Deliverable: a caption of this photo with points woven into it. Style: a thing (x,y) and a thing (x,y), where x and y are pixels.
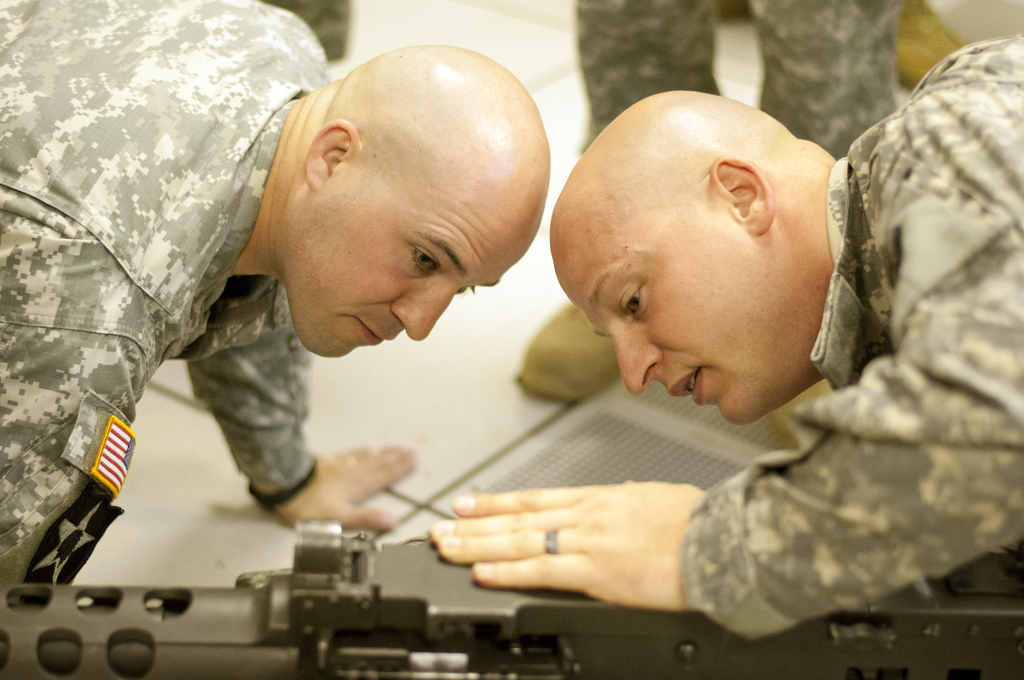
In this image, we can see two people (2,440). Background (472,370) there is a blur view. Here there is a floor (698,447), clothes (830,33) and footwear (591,362). At the bottom (352,627), we can see a black color object (531,645).
